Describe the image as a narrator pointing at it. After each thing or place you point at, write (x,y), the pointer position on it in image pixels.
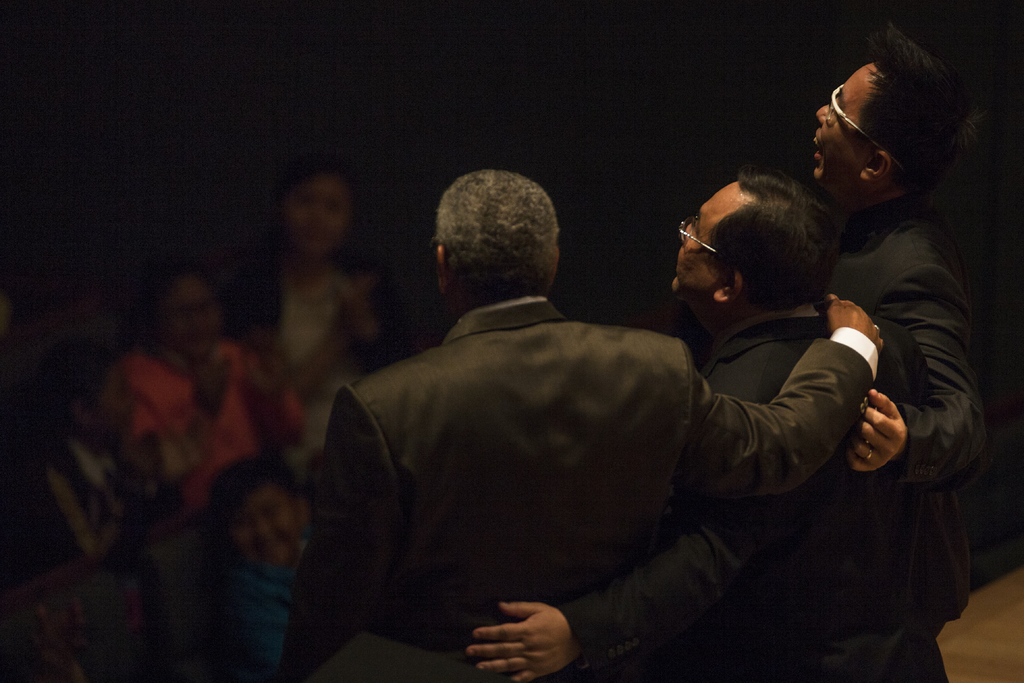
In this image I can see the dark picture in which I can see three persons (629,432) wearing black colored dresses (733,436) are standing. I can see few other persons (261,377) and the dark background (530,135).
